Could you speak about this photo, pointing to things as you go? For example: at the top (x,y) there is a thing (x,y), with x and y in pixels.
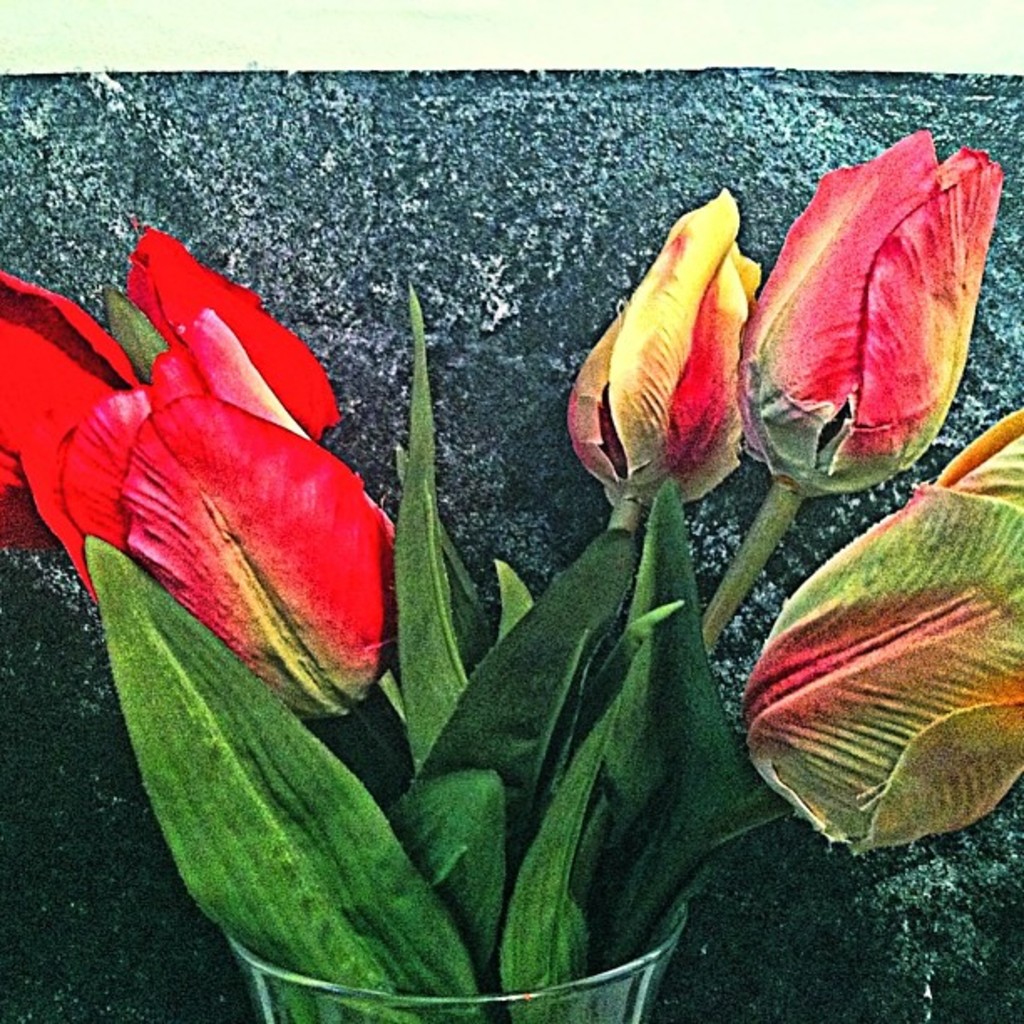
In this image we can see some flowers (799,652) and leaves (557,606) in an object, which looks like a glass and in the background (743,524) we can see the wall (771,605).
